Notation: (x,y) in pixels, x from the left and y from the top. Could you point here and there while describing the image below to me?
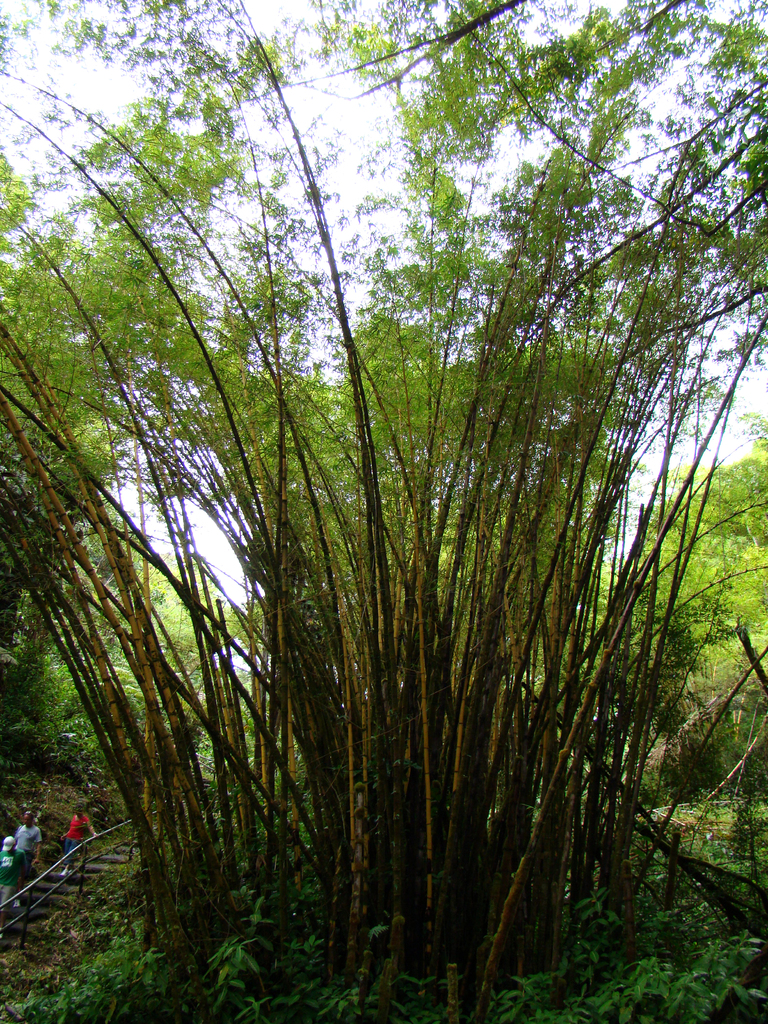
In this image I can see trees (527,789) in green color, background (34,902) I can see few persons (20,905) walking, few steps (50,905) and the sky (407,45) is in white color.
